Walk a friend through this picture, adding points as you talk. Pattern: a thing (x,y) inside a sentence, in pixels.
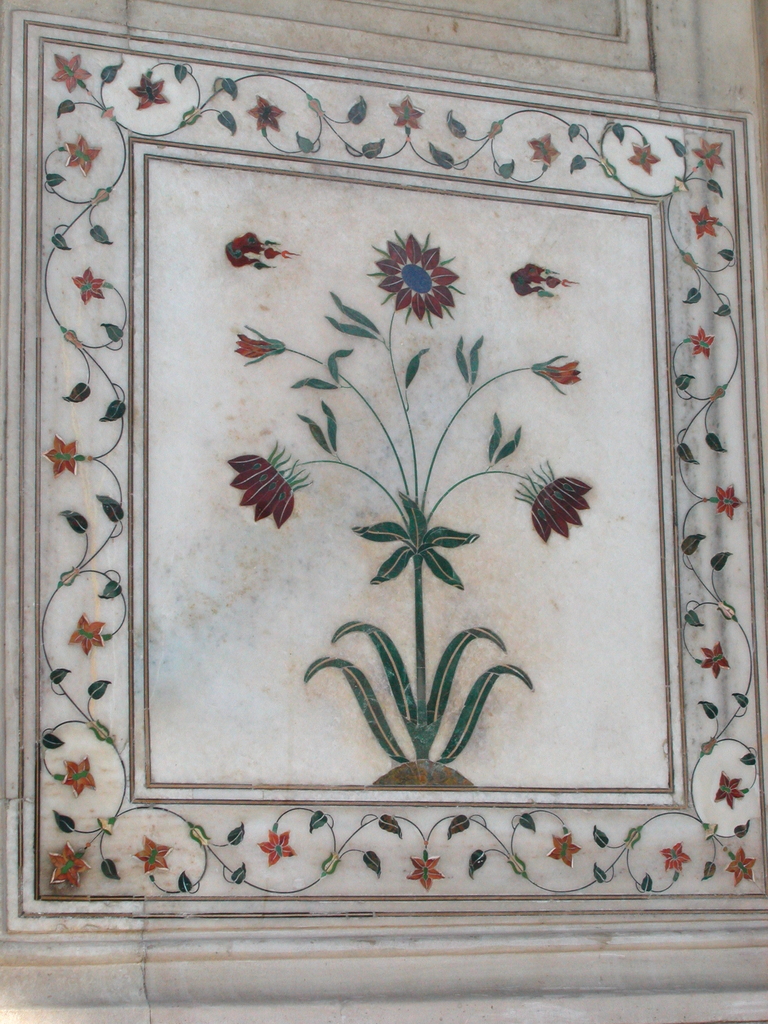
In this image we can see painting (492,809) of a plant (402,398), flowers (554,515), and leaves (460,725) on the wall (510,95).
